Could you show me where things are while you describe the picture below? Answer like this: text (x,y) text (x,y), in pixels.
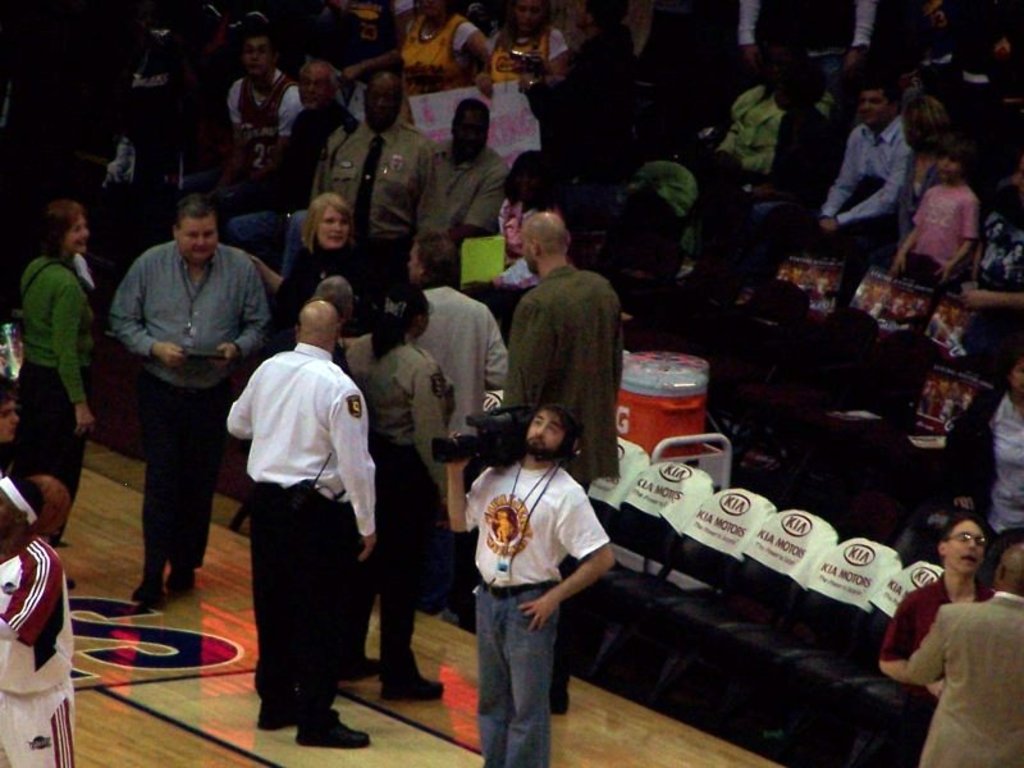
In this image, we can see some people (197,536) standing and there are some people (944,241) sitting on the chairs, we can see the floor (169,705).
